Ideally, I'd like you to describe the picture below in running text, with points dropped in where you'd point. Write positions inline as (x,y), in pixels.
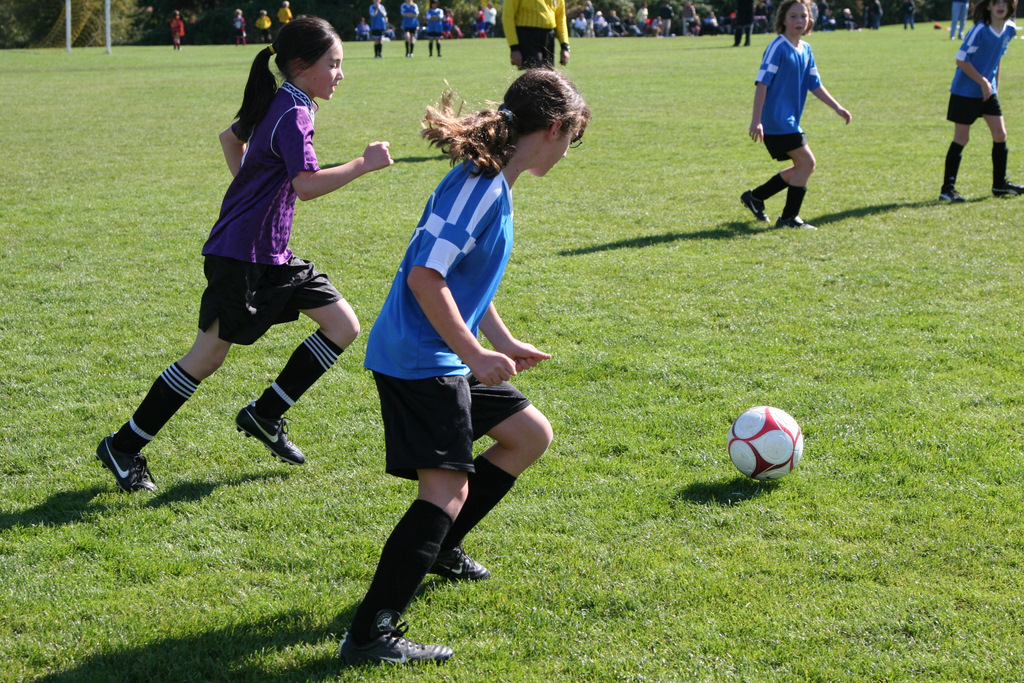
In this image, we can see persons (590,22) wearing clothes (476,331). There are some persons (556,136) playing football. There is a grass (117,382) on the ground (723,162). There is a football (787,457) on the right side of the image (744,431).
